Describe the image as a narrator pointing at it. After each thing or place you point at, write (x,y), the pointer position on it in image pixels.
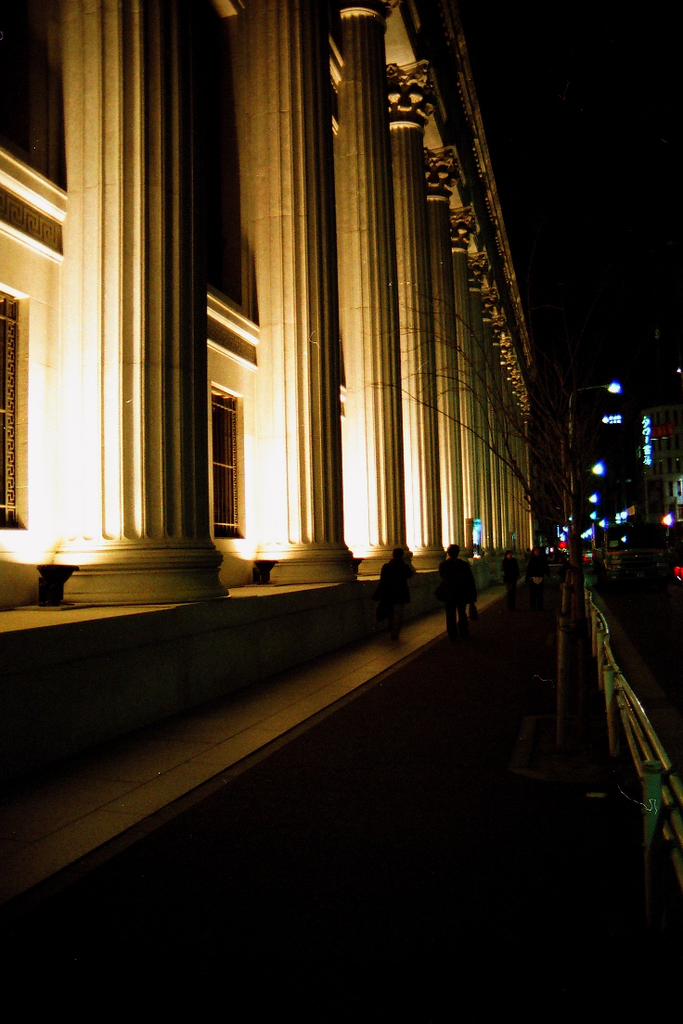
In this image we can see people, fence (643,716), lights (678,372), poles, pillars (120,321), and buildings (675,474). There is a dark background (665,217).
